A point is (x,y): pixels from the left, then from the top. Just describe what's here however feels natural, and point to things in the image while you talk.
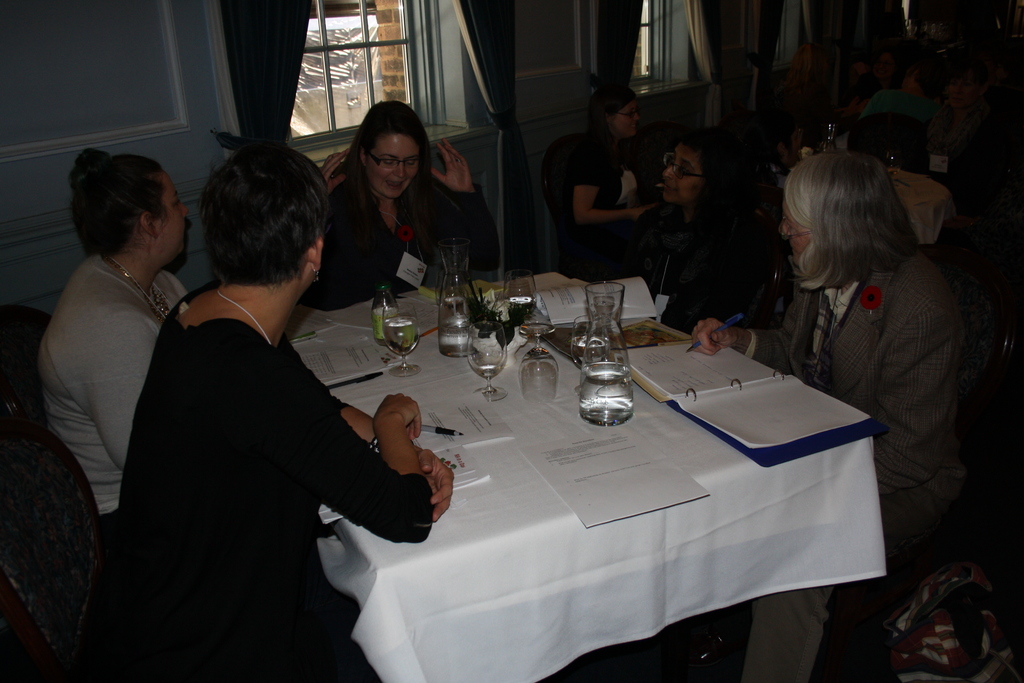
In this image i can see a group of people (301,431) are sitting on a chair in front of a table (672,436). On the table (635,394) we have few glasses (496,355) and other objects (466,336) on it.
